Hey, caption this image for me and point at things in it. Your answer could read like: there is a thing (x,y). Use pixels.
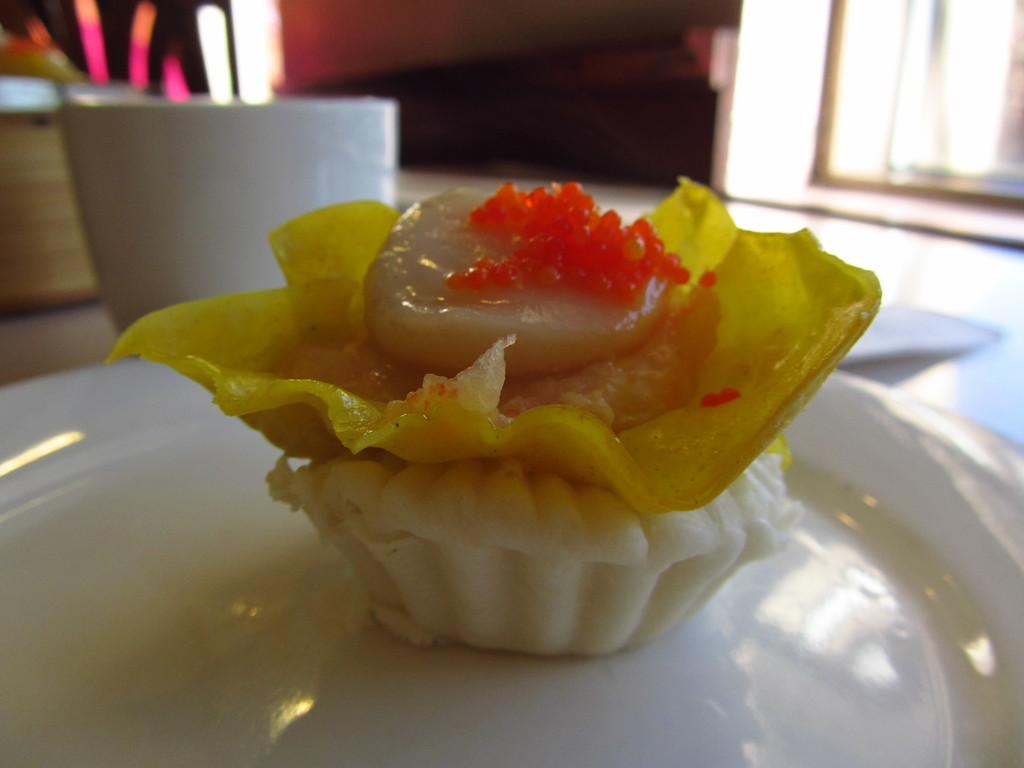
In this image I can see a cupcake (351,375) and the cake (440,545) is in white, yellow and orange color and the cake (561,560) is on the plate (754,651) and the plate (891,492) is in white color. Background (895,68) I can see a glass (126,159) in white color and I can see few windows (857,110).
